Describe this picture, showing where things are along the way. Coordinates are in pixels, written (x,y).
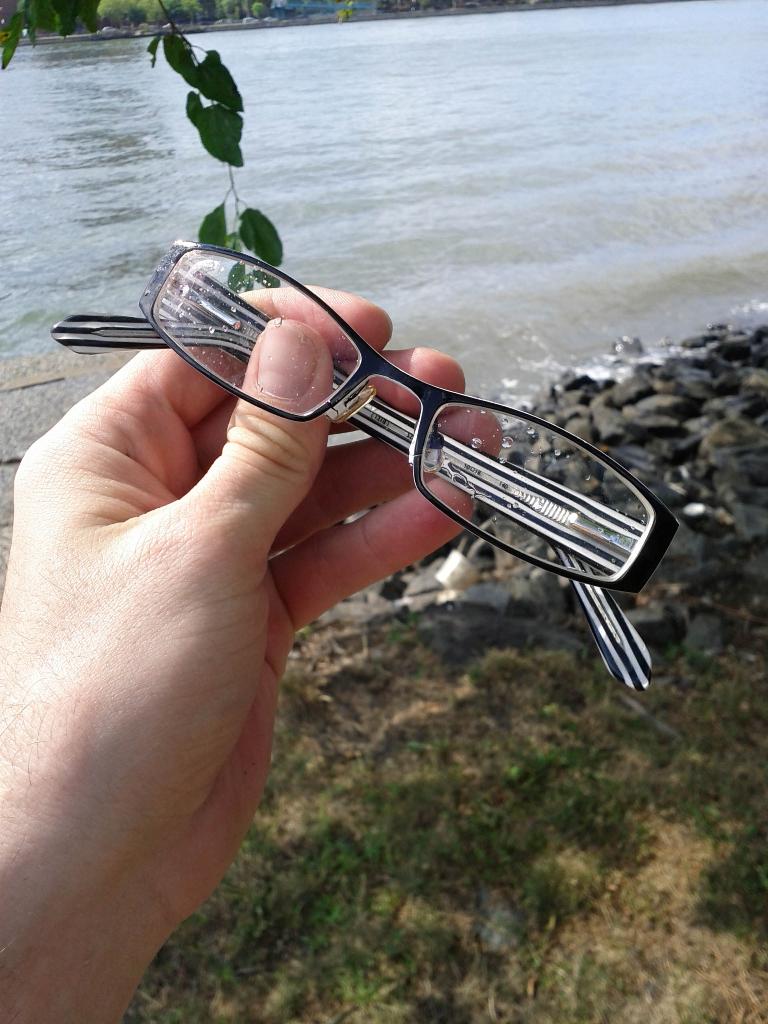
In this image there is a hand (140,617) of a person (158,493) holding spectacles (329,417). There are water droplets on the spectacles (474,487). At the bottom (454,851) there are stones (703,431) and grass (543,808) on the ground (571,808). Beside the stones (620,400) there is the water (401,103). In the top left (197,105) there are leaves (210,135) of a plant (222,128). At the top (131,4) there are trees (241,6).
